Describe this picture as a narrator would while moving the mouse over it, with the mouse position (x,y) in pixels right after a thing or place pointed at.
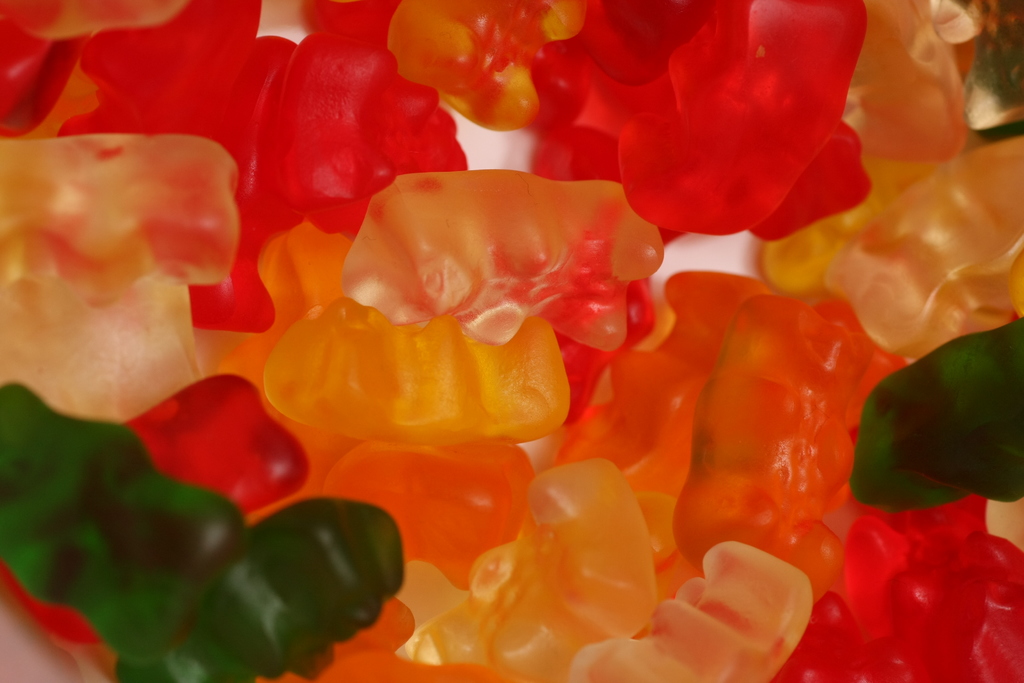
In this image there are jellies (460,413).
